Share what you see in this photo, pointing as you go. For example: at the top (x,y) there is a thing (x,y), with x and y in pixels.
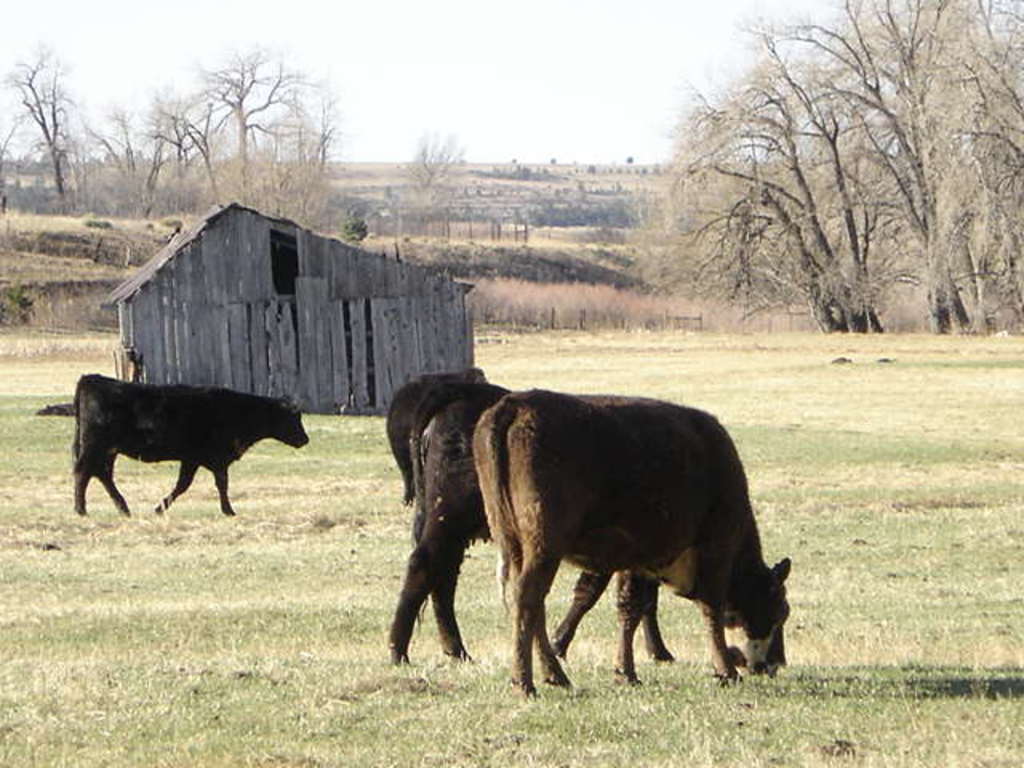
In this image there is cattle (645,540). At the bottom of the image (775,686) there is grass (768,705) on the surface (781,711). Behind the cattle (187,405) there is a wooden hut (427,338). In the background of the image (535,34) there are trees (848,197) and sky (490,50).
